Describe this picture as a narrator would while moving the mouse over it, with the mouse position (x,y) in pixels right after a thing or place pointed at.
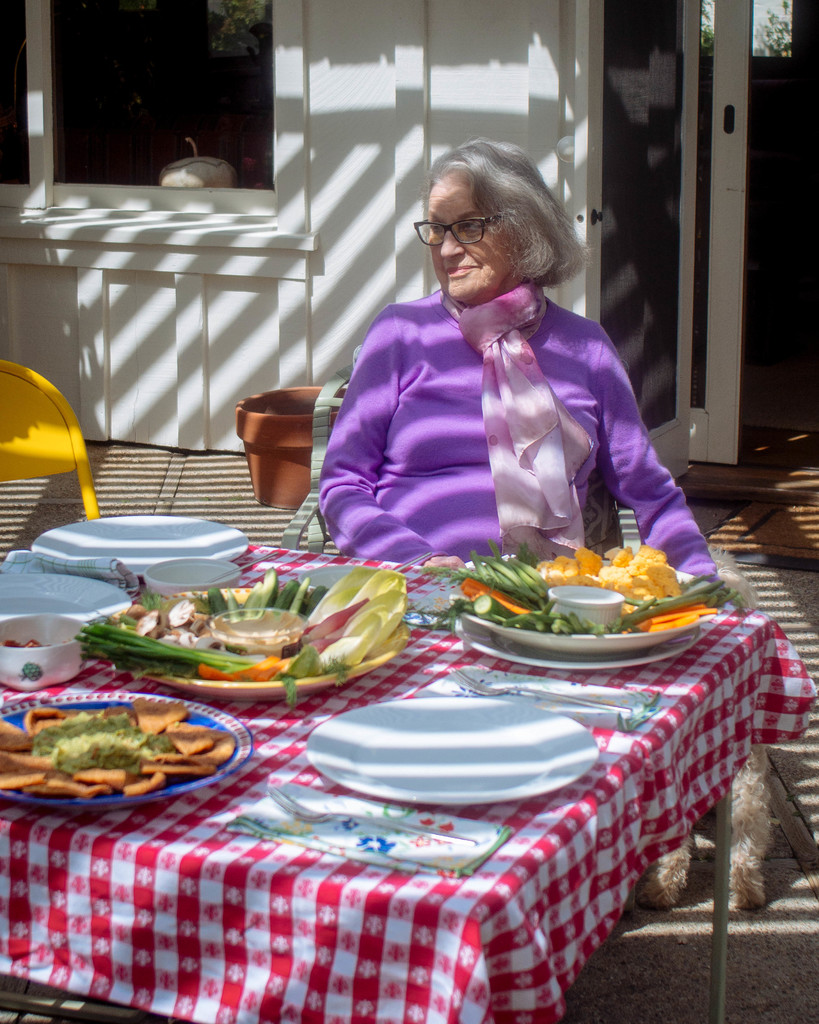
In this image I can see a person (449,510) with violet dress (618,452) is sitting in front of the table (445,794). On the table (414,788) there are plates (218,690) with food (347,648) and bowls (49,643). The table (94,635) is covered with red sheet (604,802). There is a yellow chair (44,457) to the left (29,409). In the back (206,335) there is a pot (252,416) and the building (296,145).
